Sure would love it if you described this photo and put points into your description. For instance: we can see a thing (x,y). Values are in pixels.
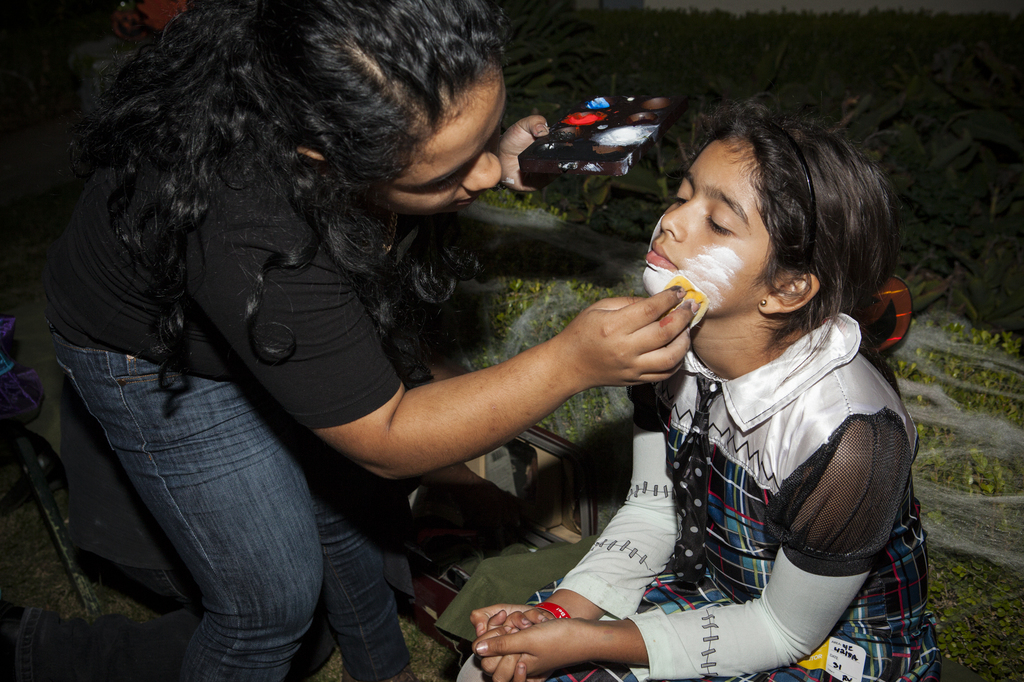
In this image, we can see two people (616,359). Among them, one person (454,411) is putting face painting (718,269) to the other person (793,336). In the background (883,107), we can see some plants (998,269).
